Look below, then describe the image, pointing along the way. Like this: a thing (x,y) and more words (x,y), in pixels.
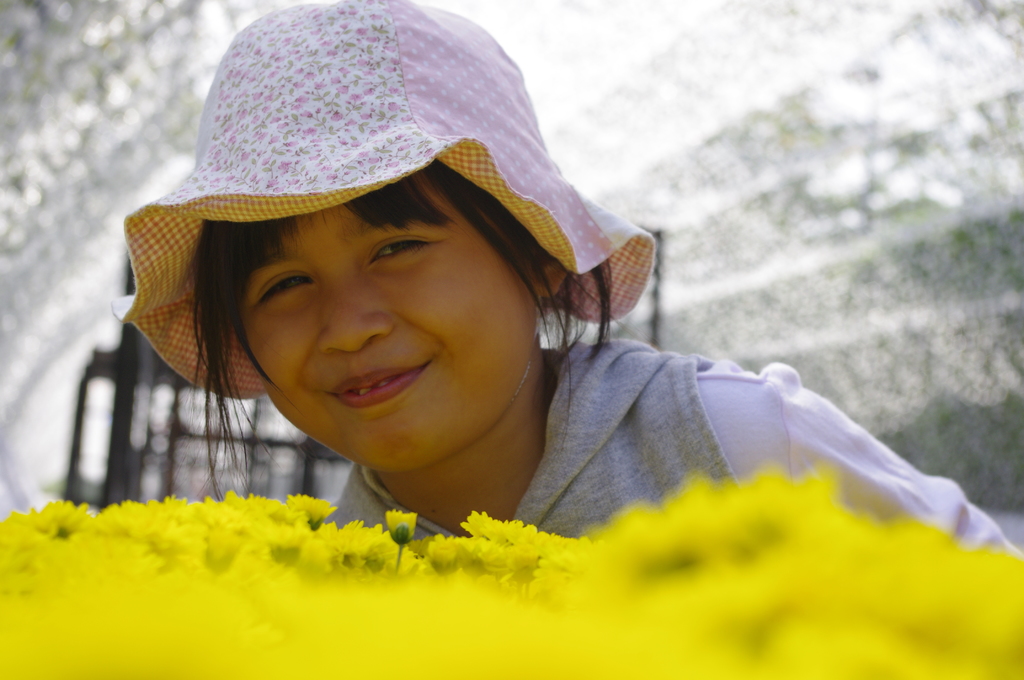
In the foreground of this picture (266,628), there are yellow colored flowers (393,604) and behind it there is a girl (391,223) wearing hat (342,154) and having smile (412,385) on her face (335,373) and the background (923,231) is blurred.
